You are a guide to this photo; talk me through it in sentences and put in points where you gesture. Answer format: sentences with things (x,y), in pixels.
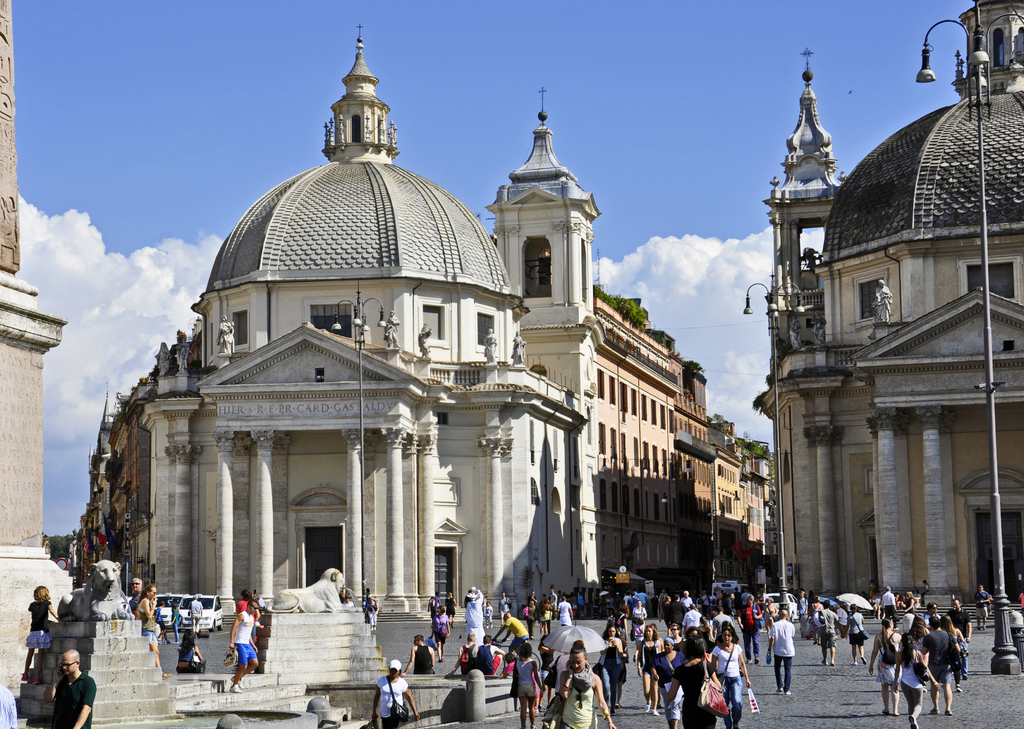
In front of the image there are people (610,645) walking on the road (821,689). On the left side of the image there are statues (87,599). In the background of the image (1002,205) there are light poles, buildings (348,412), plants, cars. At the top of the image (671,152) there are clouds (741,253) in the sky (746,239).
